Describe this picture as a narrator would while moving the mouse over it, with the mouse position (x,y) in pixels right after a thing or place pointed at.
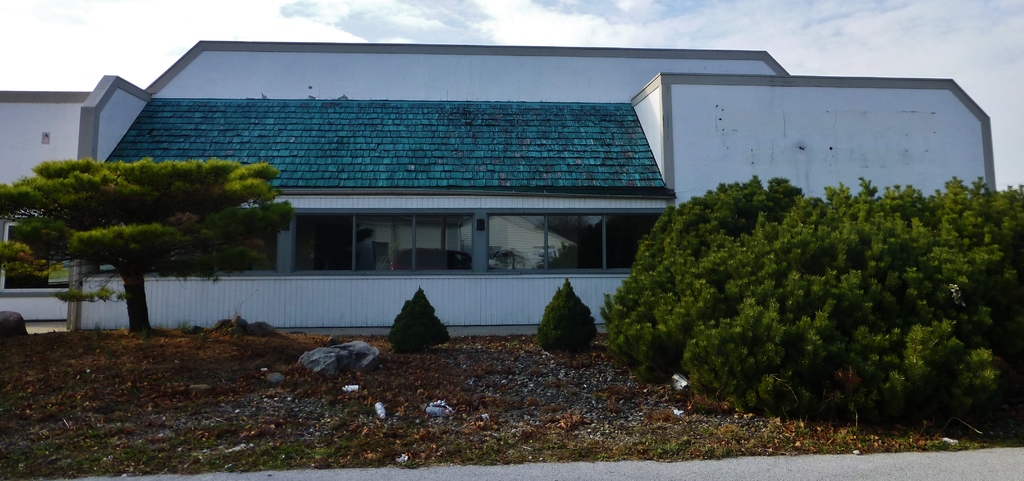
This picture is taken from outside of the city. In this image, on the right side (888,192), we can see some trees (970,310), plants (971,350). On the left side (66,194), we can also see some trees (94,245). In the middle of the image (504,301), we can also see some plants (580,312), house (377,218), glass window (385,258), wall (733,100). At the top (319,20), we can see a sky (348,5) which is a bit cloudy, at the bottom (684,438), we can see a road (941,456) and some rocks (328,358) and a grass (338,429).
